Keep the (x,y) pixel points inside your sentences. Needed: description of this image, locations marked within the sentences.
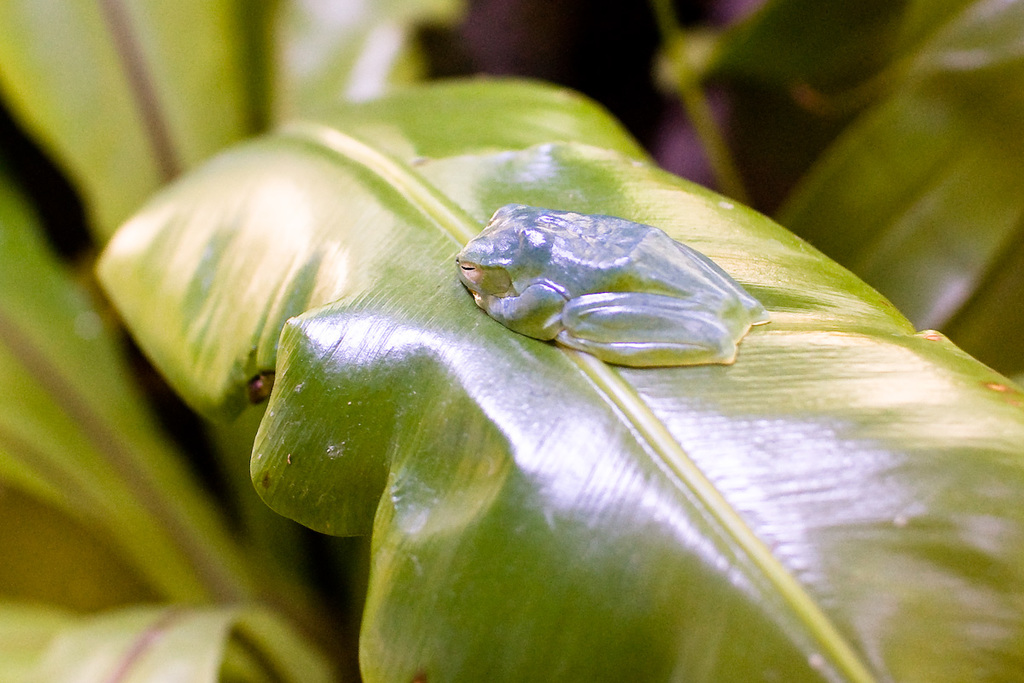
In this image I can see a frog (600,282) on the leaf (595,398). The leaf (602,378) is in green color. And there is a blurred background (702,147).
